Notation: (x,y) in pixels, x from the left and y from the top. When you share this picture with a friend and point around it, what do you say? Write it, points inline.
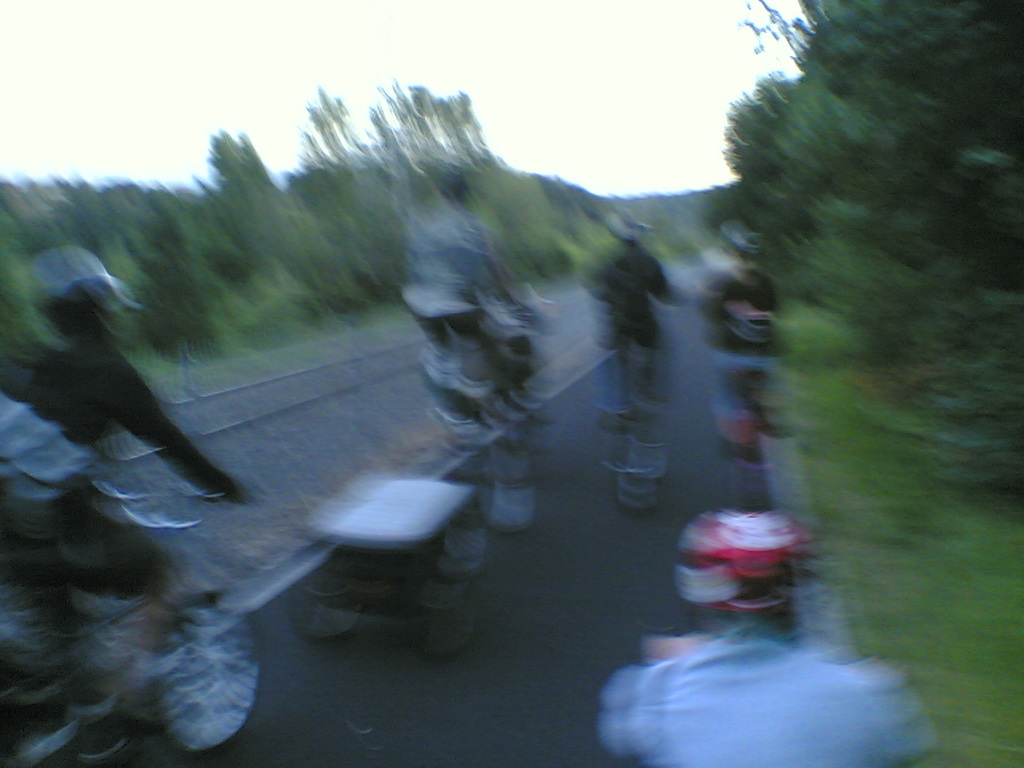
In this image, we can see people (621,373) riding bicycles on the road (428,670) and in the background (891,239), there are trees (865,219).
